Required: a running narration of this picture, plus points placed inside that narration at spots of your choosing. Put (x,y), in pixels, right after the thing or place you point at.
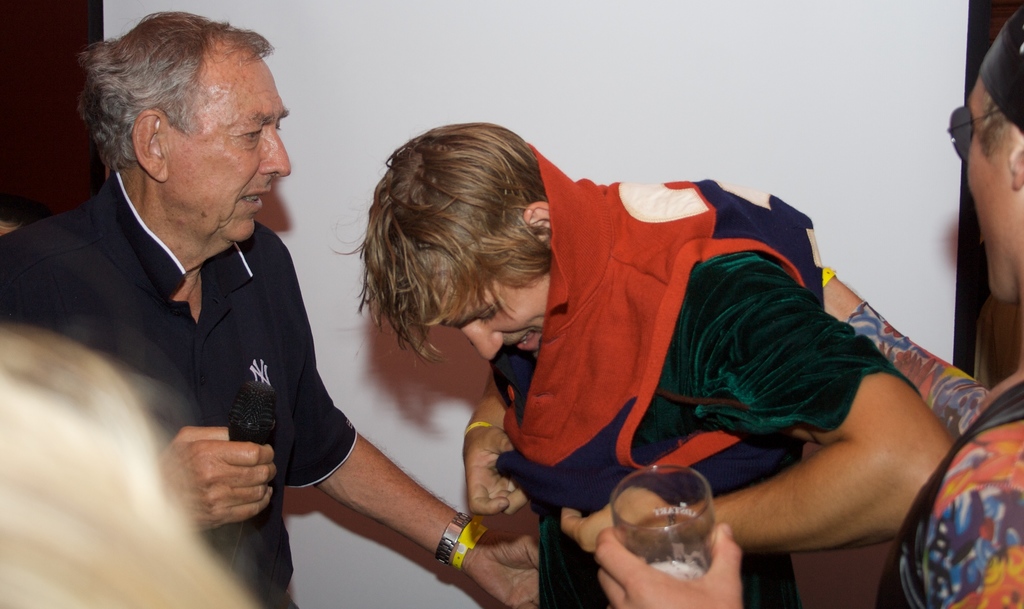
To the right corner of the image (994,470) there is a man (979,435) with goggles (958,130) and holding a glass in his hand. In front of him there is a man (676,305) wearing a t-shirt (578,374). Beside him there is a man (231,294) with black t-shirt (144,290) is standing and holding a mic (231,439) in his hand (224,457). And behind them there is a white color wall (664,51).
